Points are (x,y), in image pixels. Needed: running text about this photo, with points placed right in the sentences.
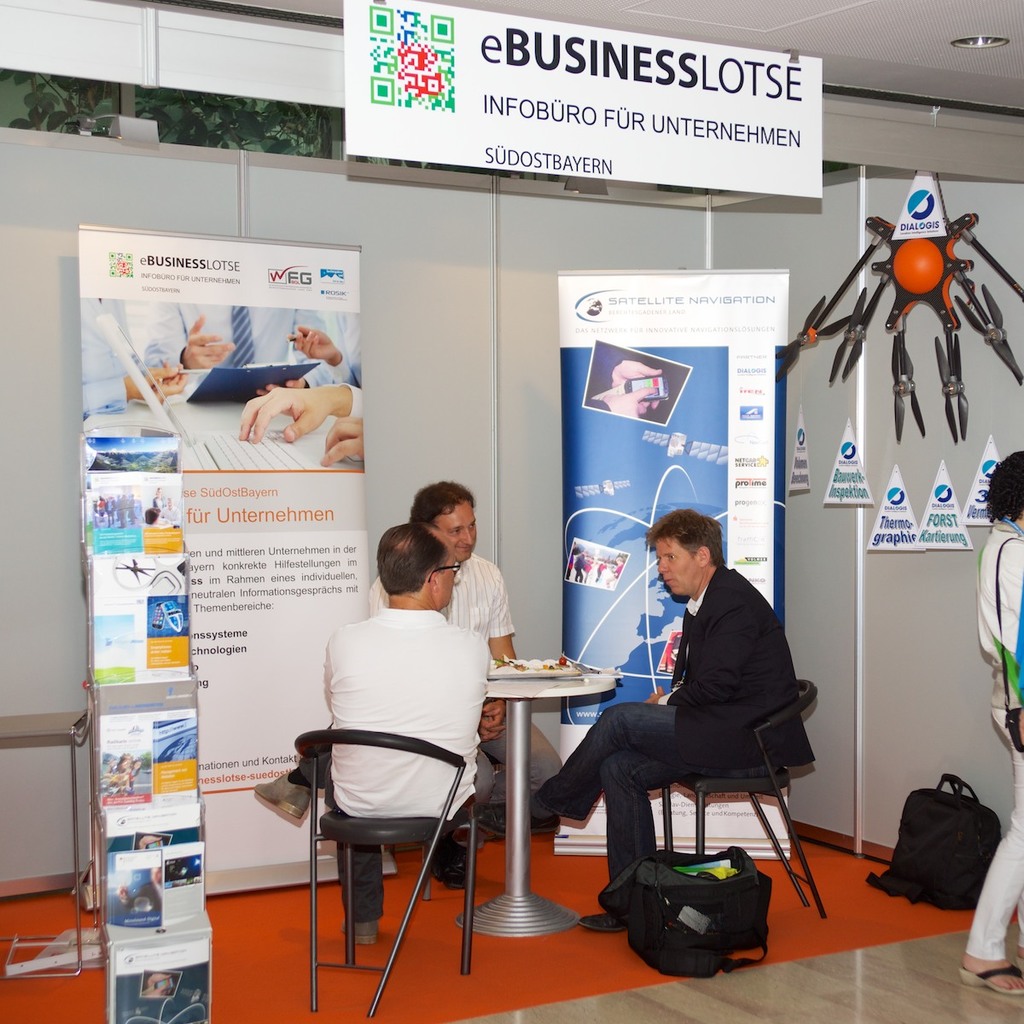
In this picture there are three people (463,739) sitting around a white round table (522,685) and behind them there are posters (266,428) on the both sides of the image and to the roof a label (505,131) is attached which is E business LOTSE.
